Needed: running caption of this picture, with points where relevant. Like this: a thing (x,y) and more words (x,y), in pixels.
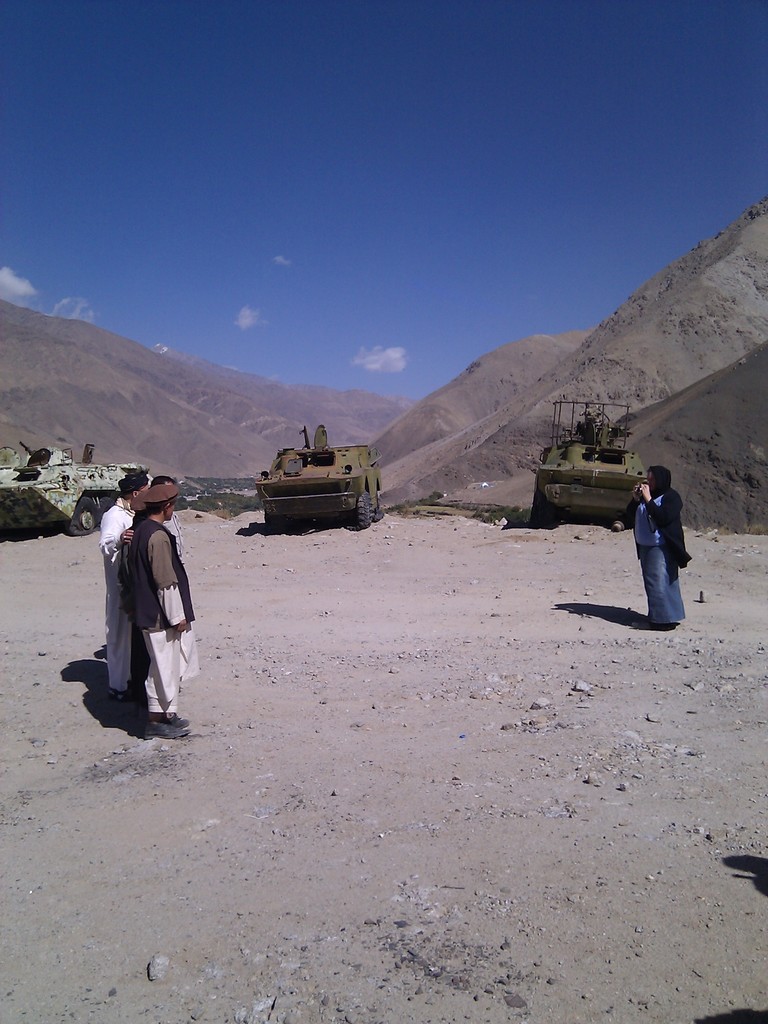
In this image I can see few people (655,561) standing. Back I can see vehicles (47,517) and mountains (393,473). The sky (362,203) is in blue and white color.
